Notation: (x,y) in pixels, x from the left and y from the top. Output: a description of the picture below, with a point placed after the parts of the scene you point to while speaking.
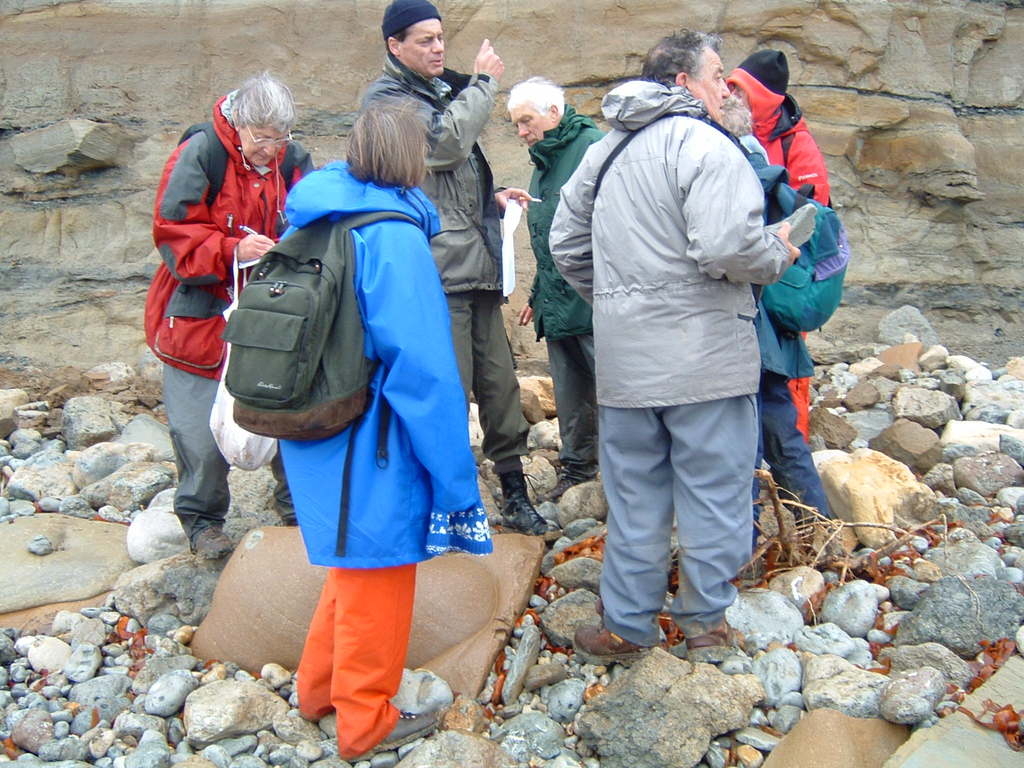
This image consists of seven persons (284,231). In the front (358,331), the woman (379,574) wearing blue coat (380,265) is wearing a backpack (331,379). At the bottom (258,635) there are many rocks (542,688). In the background (314,16) there is a mountain rock (863,49). To the left (184,228), the person (184,228) is wearing red jacket (172,216).
